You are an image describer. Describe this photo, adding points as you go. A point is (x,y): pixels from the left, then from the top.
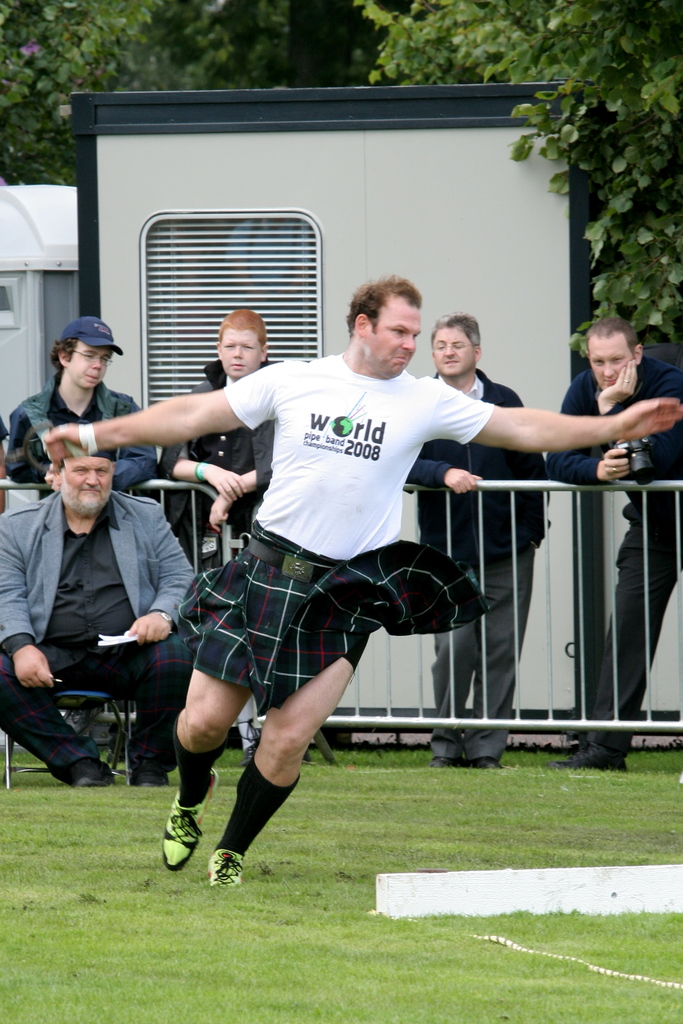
In this picture there are people (372,631) and we can see grass (553,966) and barricades (424,724). In the background of the image (667,276) we can see trees (668,57) and objects (98,283).
